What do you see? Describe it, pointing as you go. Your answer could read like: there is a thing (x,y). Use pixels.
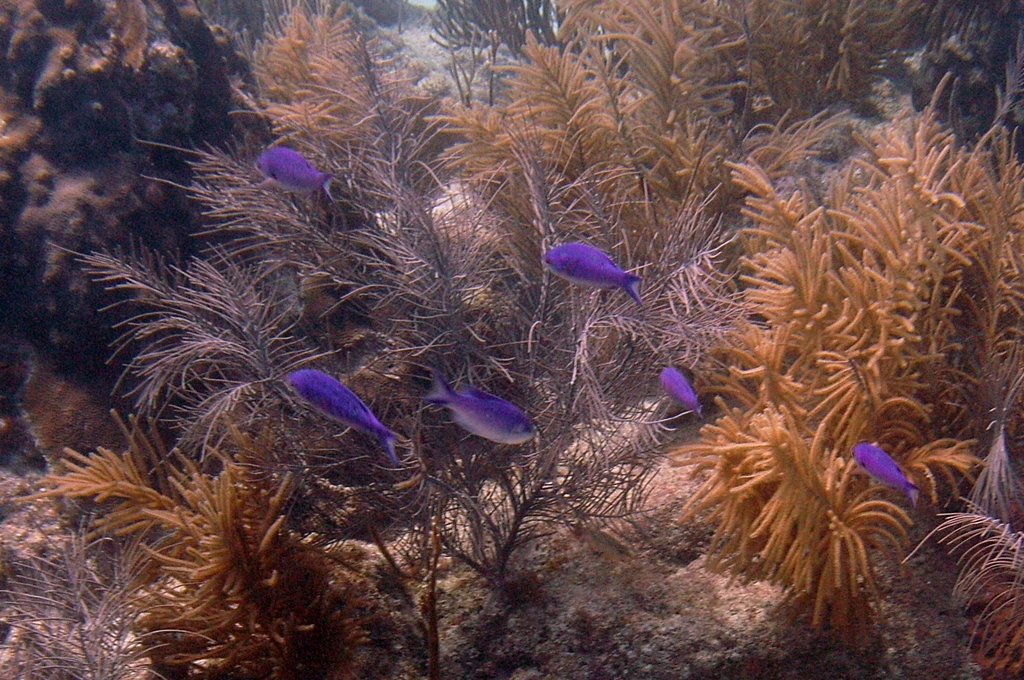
In this image, we can see some water plants (811,505). There are fishes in the middle of the image (375,429).
